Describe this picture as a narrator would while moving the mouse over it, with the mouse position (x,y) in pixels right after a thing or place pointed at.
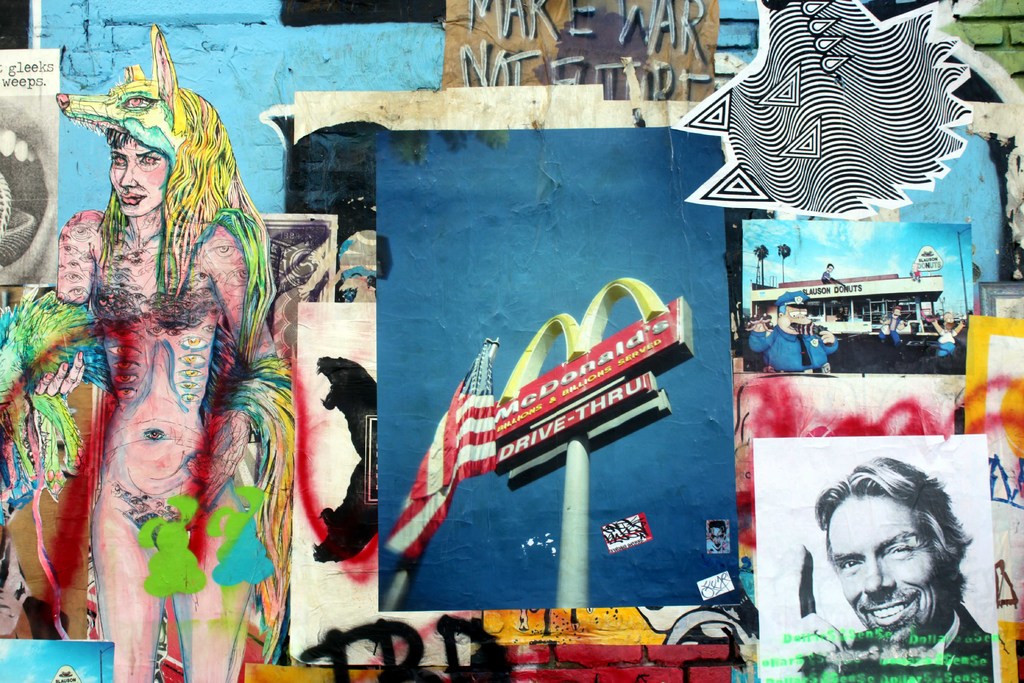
In this image we can see paintings (275,344) and posters (718,369) on the wall (235,45).
